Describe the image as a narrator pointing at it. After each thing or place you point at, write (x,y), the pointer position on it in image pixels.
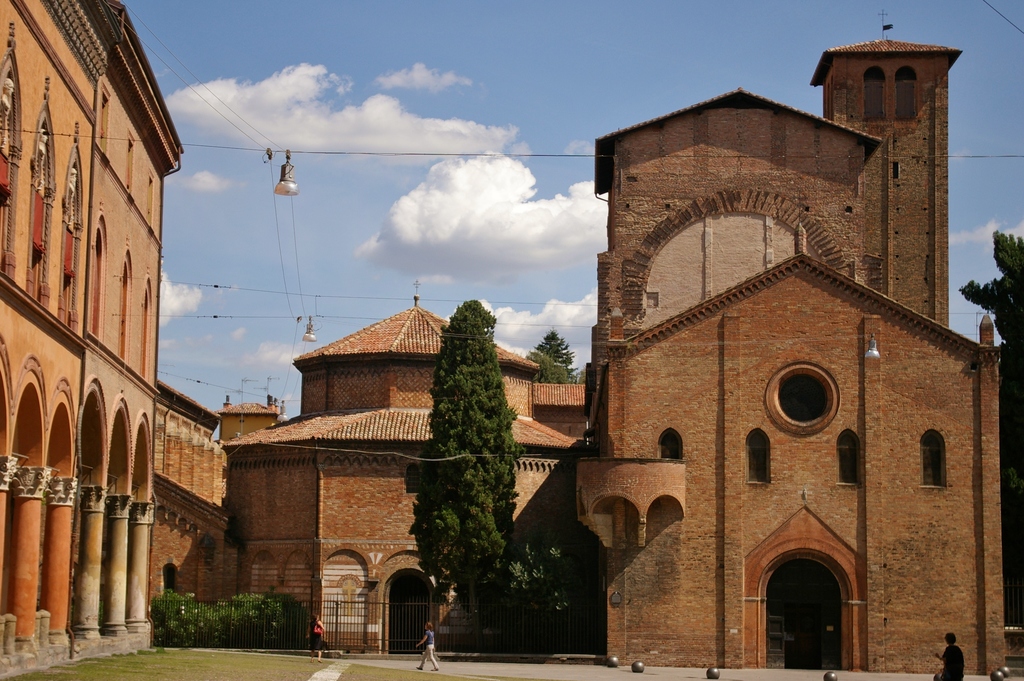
In this image we can see buildings (857,573), trees (484,485). At the bottom of the image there are people (322,632). At the top of the image (429,83) there is sky (435,97) and clouds (429,83).
